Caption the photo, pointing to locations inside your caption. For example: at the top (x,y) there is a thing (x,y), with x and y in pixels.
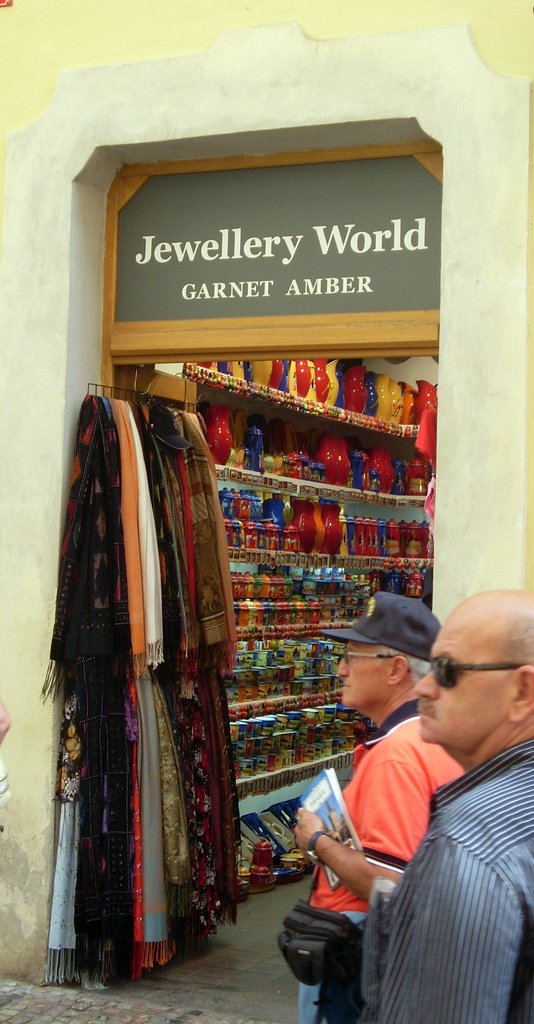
In this picture we can see a store (280,340). We can see colorful objects (275,541) arranged in the racks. Here we can see scarves (205,832). We can see two men (496,690) wearing clothes (516,756) and standing near to the store (325,763). This man (398,773) wearing a cap (402,643), wrist watch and he is holding a book (339,820).
